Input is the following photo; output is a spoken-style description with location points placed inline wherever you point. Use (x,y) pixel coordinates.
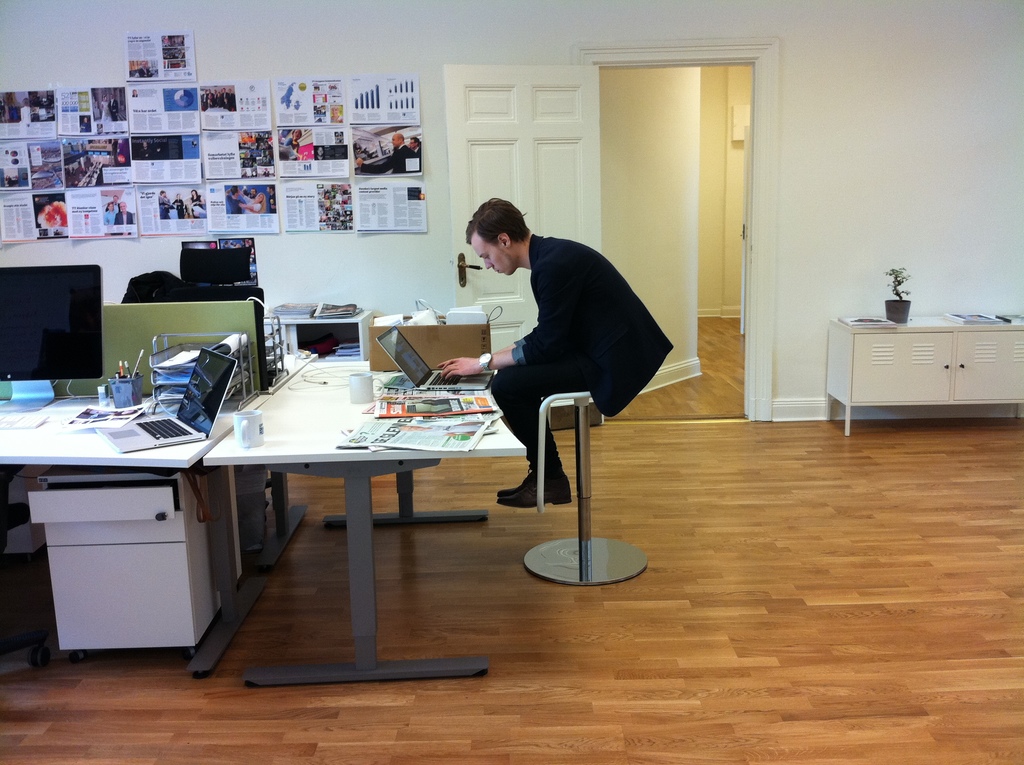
This image is clicked inside a room (708,537). There is a door (564,162) in the middle of the room (781,326) and there is some cupboard like thing (963,393) on the right side (947,347) on that there is a flower pot (899,271) and some books (964,322). There is a chair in the middle of the room (669,553). One person (538,258) is sitting on that chair (579,403), he is wearing black dress (631,326) and shoes (563,477). he is also wearing a watch (487,366). There is a table (432,459) in front of him. On that table (451,452) there is laptop (450,384), newspaper (375,433), cup (237,426). There is a system (30,293) on the left side table (76,411). There are pens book tray (161,374) and a laptop (153,438) on that. There are some magazines (222,176) pasted on the wall (925,311) on the left side (208,130) corner top.
